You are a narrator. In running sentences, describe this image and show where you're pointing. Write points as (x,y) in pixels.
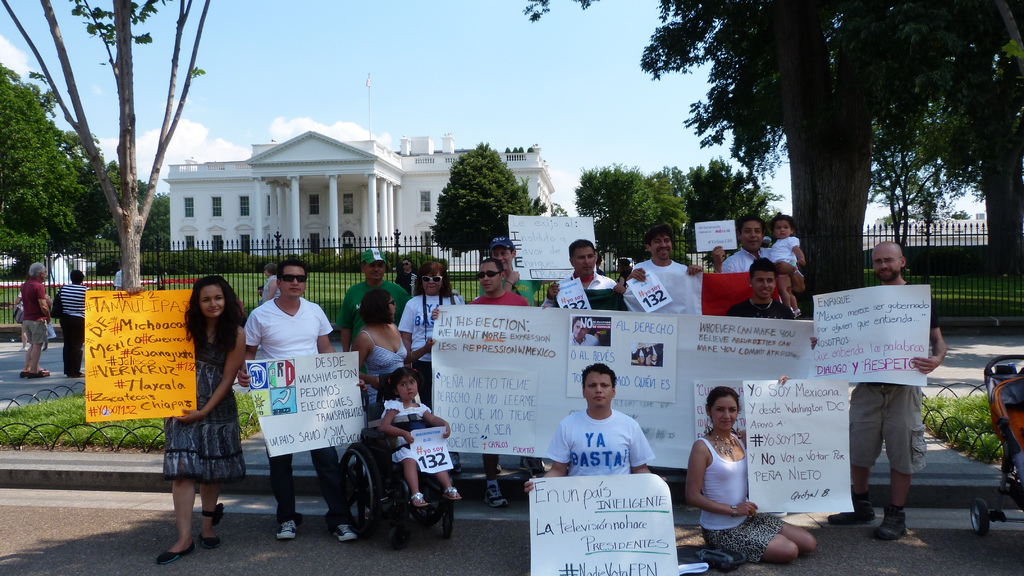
In this image there are group of people (192,462) standing on the floor (992,529) by holding the charts (519,425) and posters (615,358). Behind them there is a fence (319,271). In the background (314,200) there is a building (371,150) on which there is a flag (369,85). At the top (356,27) there is the sky (349,25). There are trees (38,190) on either side of the building (346,205). In the middle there is a girl (404,436) sitting in the wheelchair (389,443) by holding the poster (420,448). On the right side (1009,392) there is a cradle (1005,378) on the floor (976,483).
